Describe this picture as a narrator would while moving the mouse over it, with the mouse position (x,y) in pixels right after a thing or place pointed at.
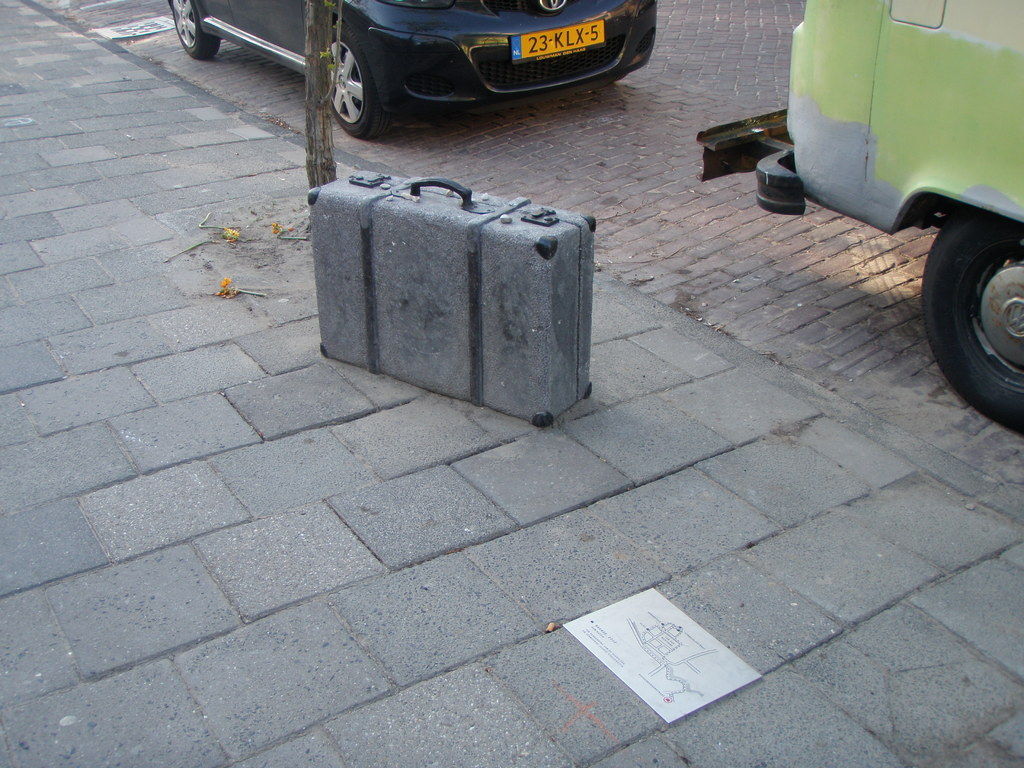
Here we can see a suitcase (317,253) on the sideways (566,574) of a road (298,118). Here we can see two vehicles (788,151) which are parked at parking space (672,119).
